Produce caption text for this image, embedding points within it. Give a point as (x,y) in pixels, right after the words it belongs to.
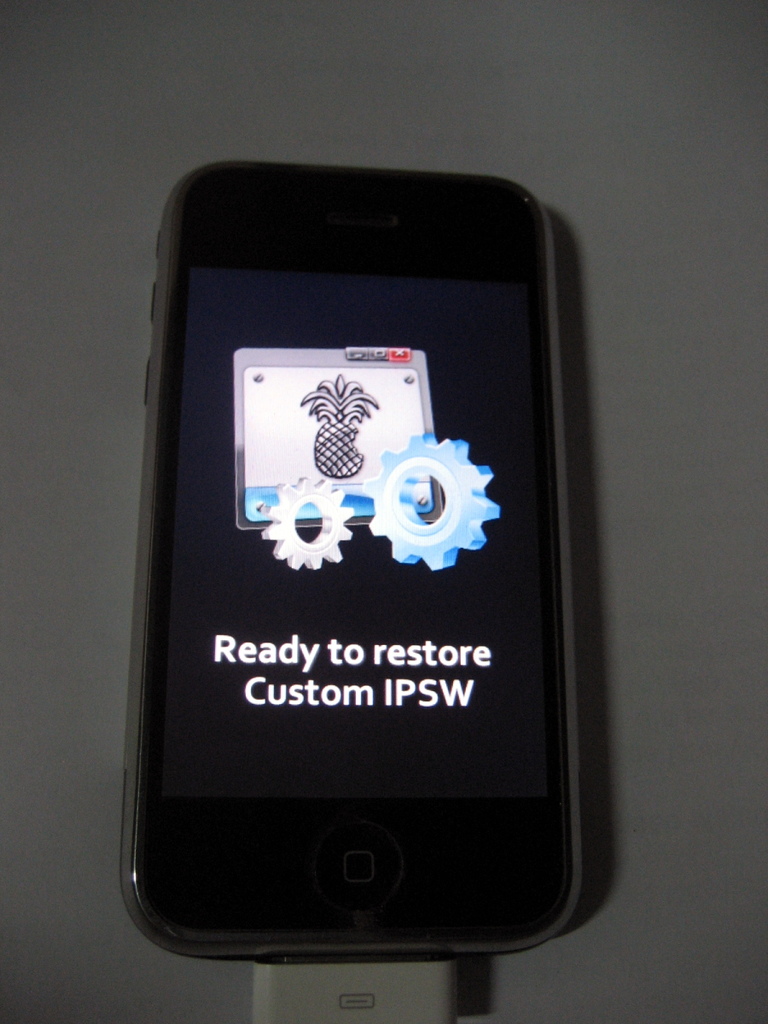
Here we can see a mobile (418,334) on a platform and there is a cable (343,1010) attached to it.
